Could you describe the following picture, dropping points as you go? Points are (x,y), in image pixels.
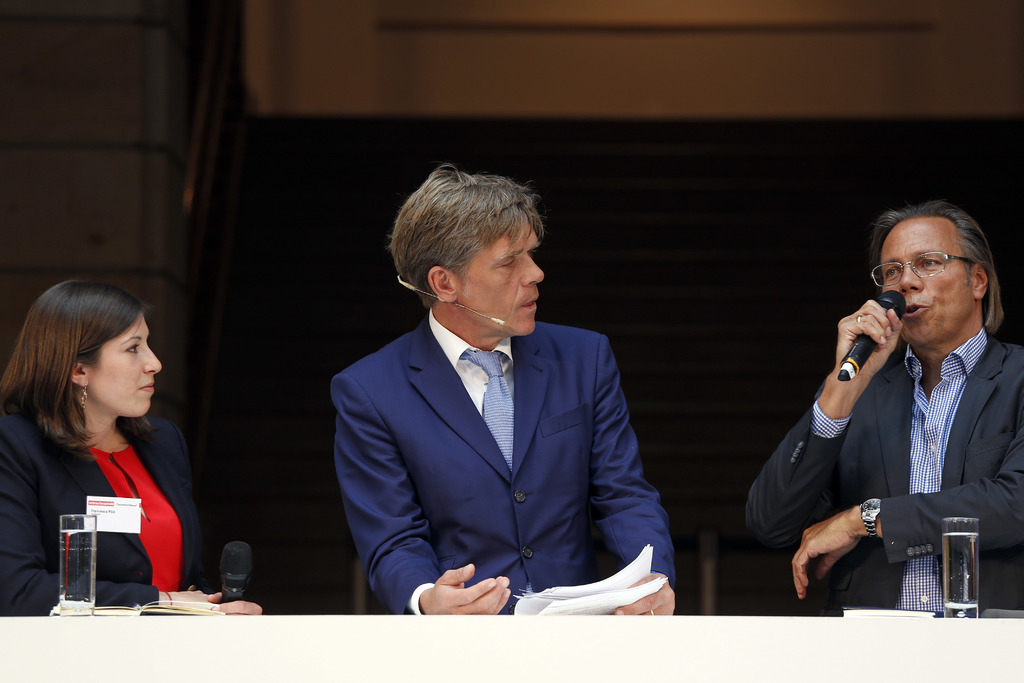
There are three people (590,414). To the left corner (114,445) there's a lady (123,467) with black jacket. And the man (473,450) in the middle (477,446) is with blue jacket (520,480). And to the right corner (960,456) there's a man (995,446) with black jacket (995,460). In front of him there is a glass (971,579). He is holding mic (857,371) in his hand (875,340).
